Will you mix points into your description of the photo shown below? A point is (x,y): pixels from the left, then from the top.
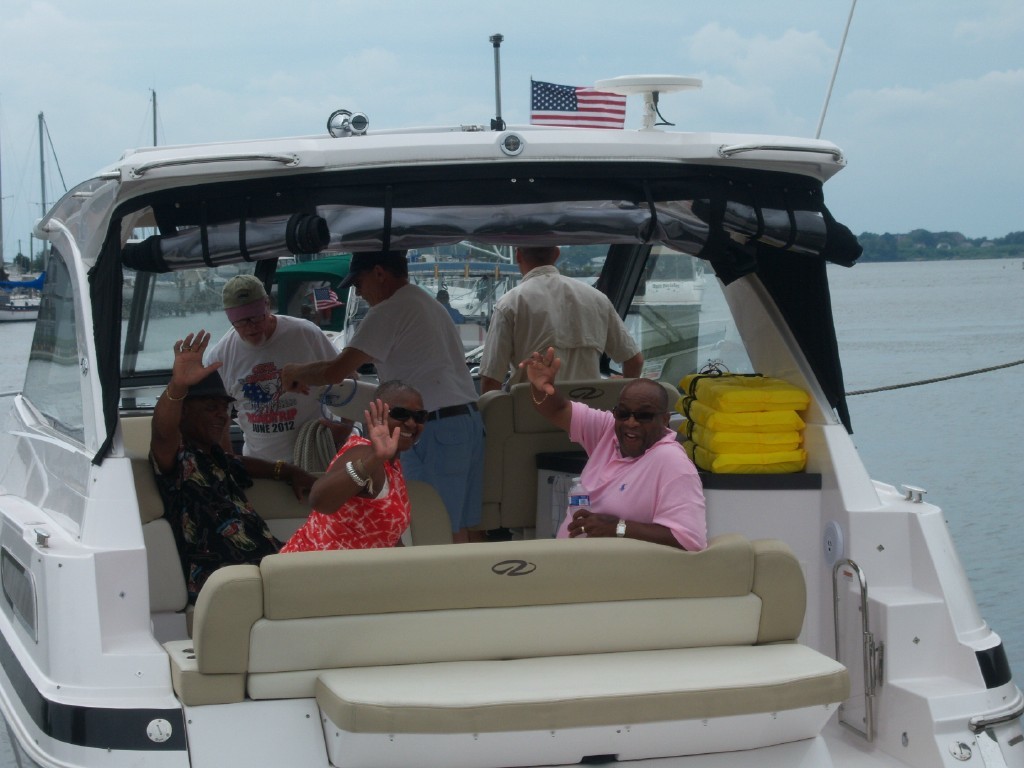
In the image we can see there are people (196,513) sitting and others are standing in the boat (949,636). There is a flag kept on the boat (923,691) and the boat (743,476) is standing on the water (890,413). Behind there are other boats (10,287) standing on the water (890,451) and there is a cloudy sky (782,87).
